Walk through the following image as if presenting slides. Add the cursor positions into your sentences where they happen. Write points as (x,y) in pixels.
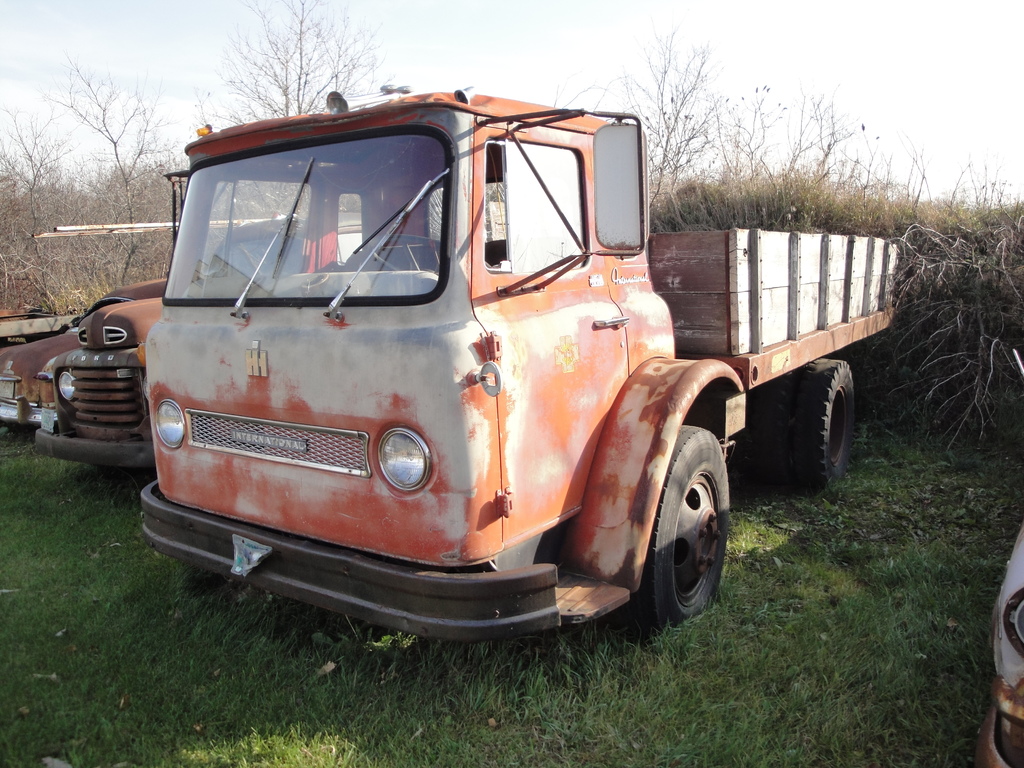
In this picture we can see vehicles (611,465) on the ground (653,730). Here we can see grass (822,645) and trees (718,185). In the background (995,110) there is sky (556,97).
